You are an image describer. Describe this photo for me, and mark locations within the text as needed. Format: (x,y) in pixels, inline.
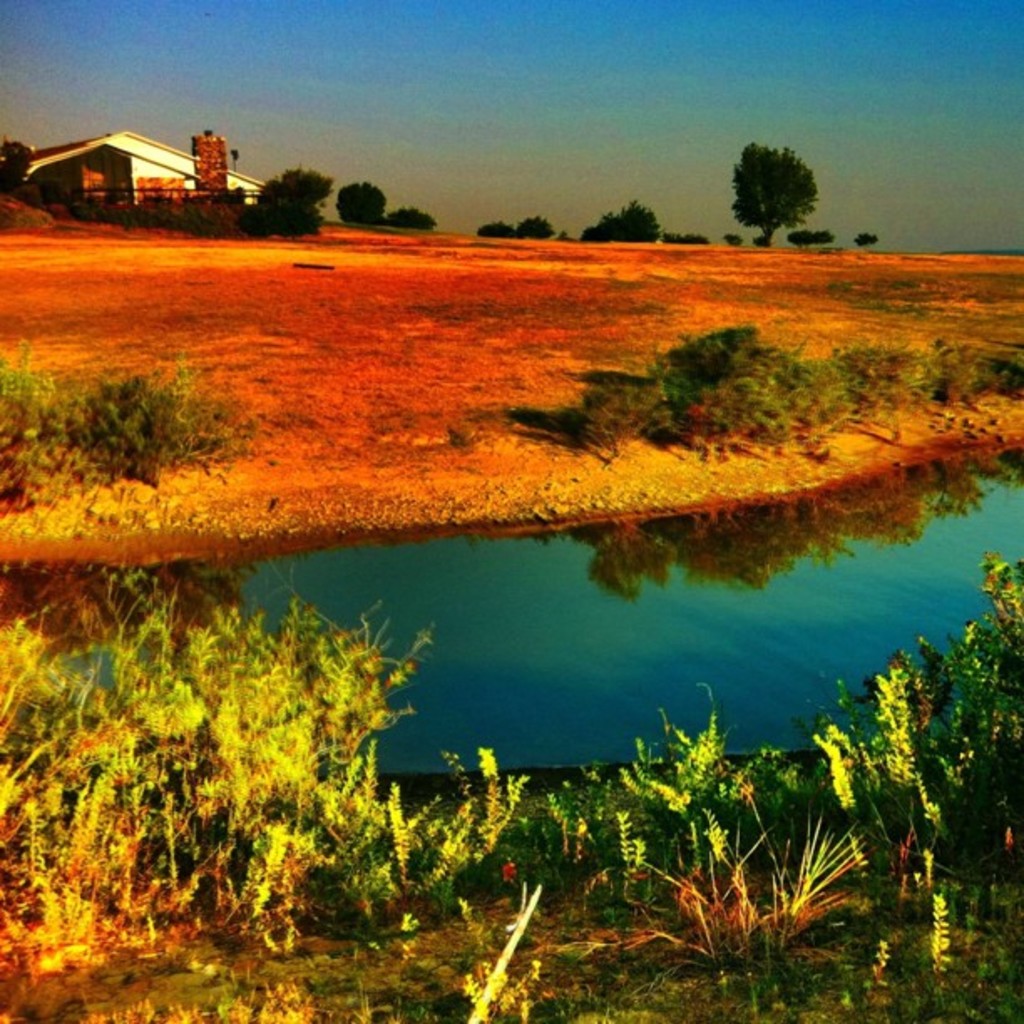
It looks like an edited image. We can see there are plants (383,722), water (395,631), a building (178,185), trees (320,202) and the sky (463,139).
